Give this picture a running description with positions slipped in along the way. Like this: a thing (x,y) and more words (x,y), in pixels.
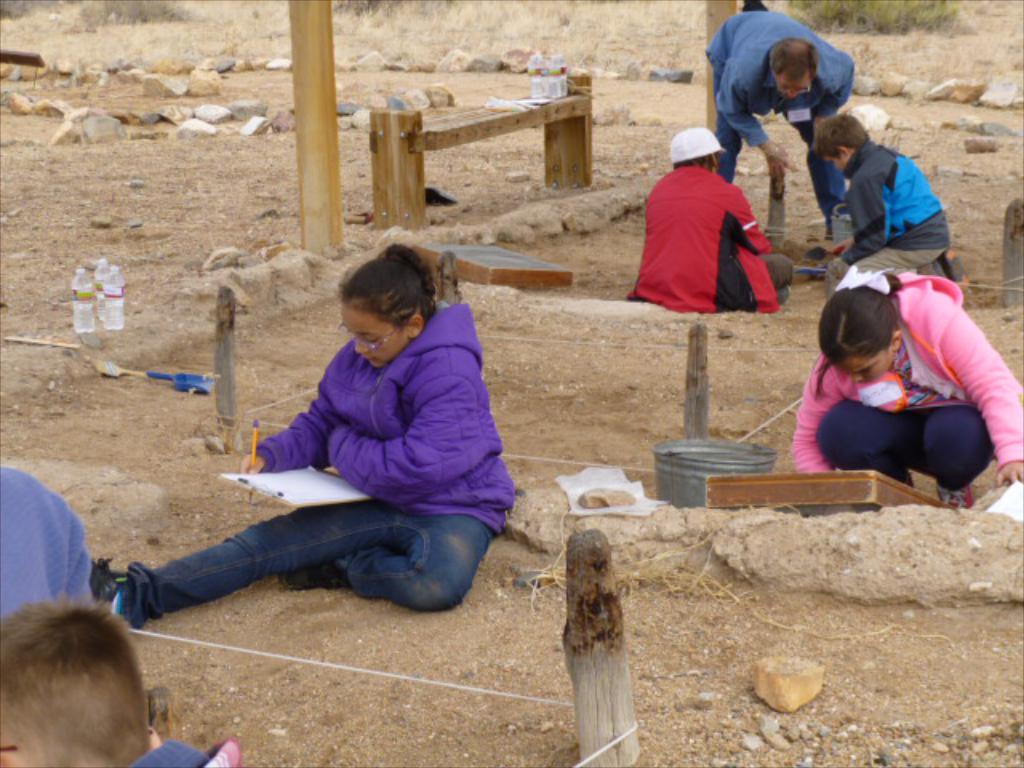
In this image I can see a girl (426,373) wearing violet jacket (413,430), blue jeans (355,534) is sitting on the ground (452,628) and holding a pad (273,481) and a pen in her hand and I can see another girl (940,371) wearing pink jacket (944,356), pant (934,420) is sitting on the ground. In the background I can see few other people (705,185) on the ground (742,170), a bench (568,156), few rocks (280,128), a wooden pillar (316,47), few water bottles (114,294) on the ground (167,287) and few other objects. To the left bottom of the image (4,537) I can see few other persons (3,737).
